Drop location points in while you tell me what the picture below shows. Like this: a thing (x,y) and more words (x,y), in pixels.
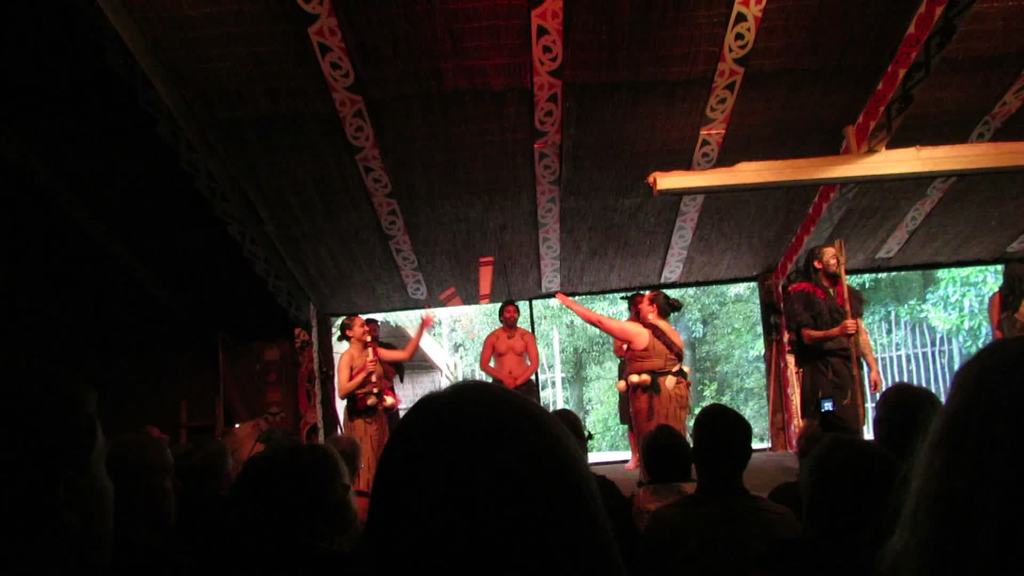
In this image there is a group of people (533,362) performing on the stage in which few of them are holding some objects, in front of the stage (780,472) there are few people (739,459), there is a glass window (718,358), outside the window (876,347) there are few trees (722,371) and a fence (904,350).
